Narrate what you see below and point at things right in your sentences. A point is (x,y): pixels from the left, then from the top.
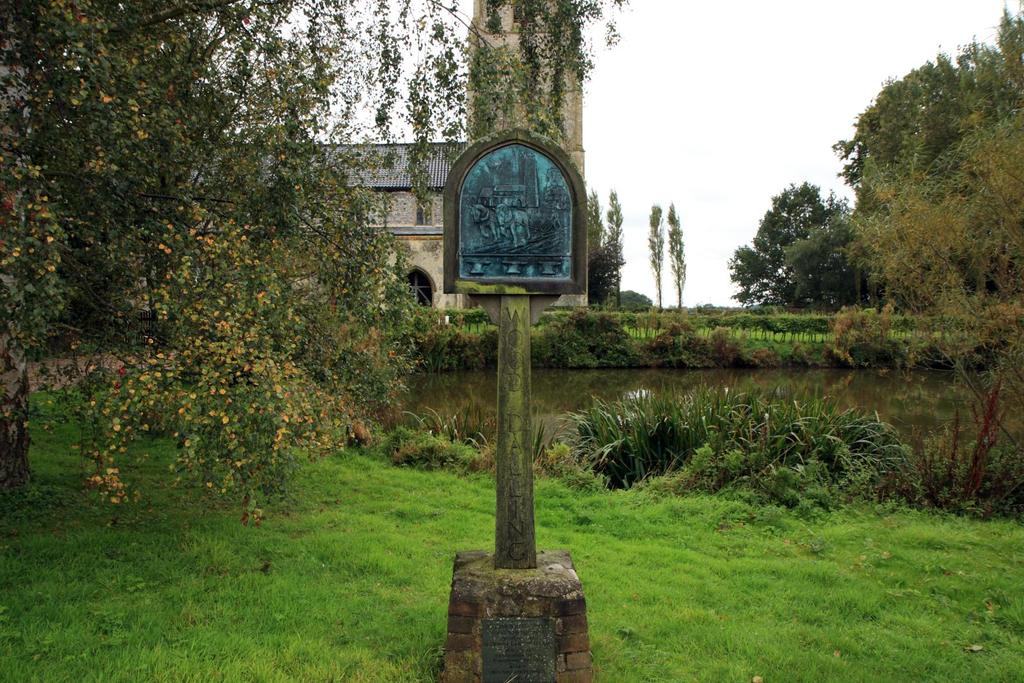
In this picture we can see board (549,251) on pole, grass (643,496), plants (787,433), trees (933,313), water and building (572,113). In the background of the image (741,113) we can see the sky (736,133).
